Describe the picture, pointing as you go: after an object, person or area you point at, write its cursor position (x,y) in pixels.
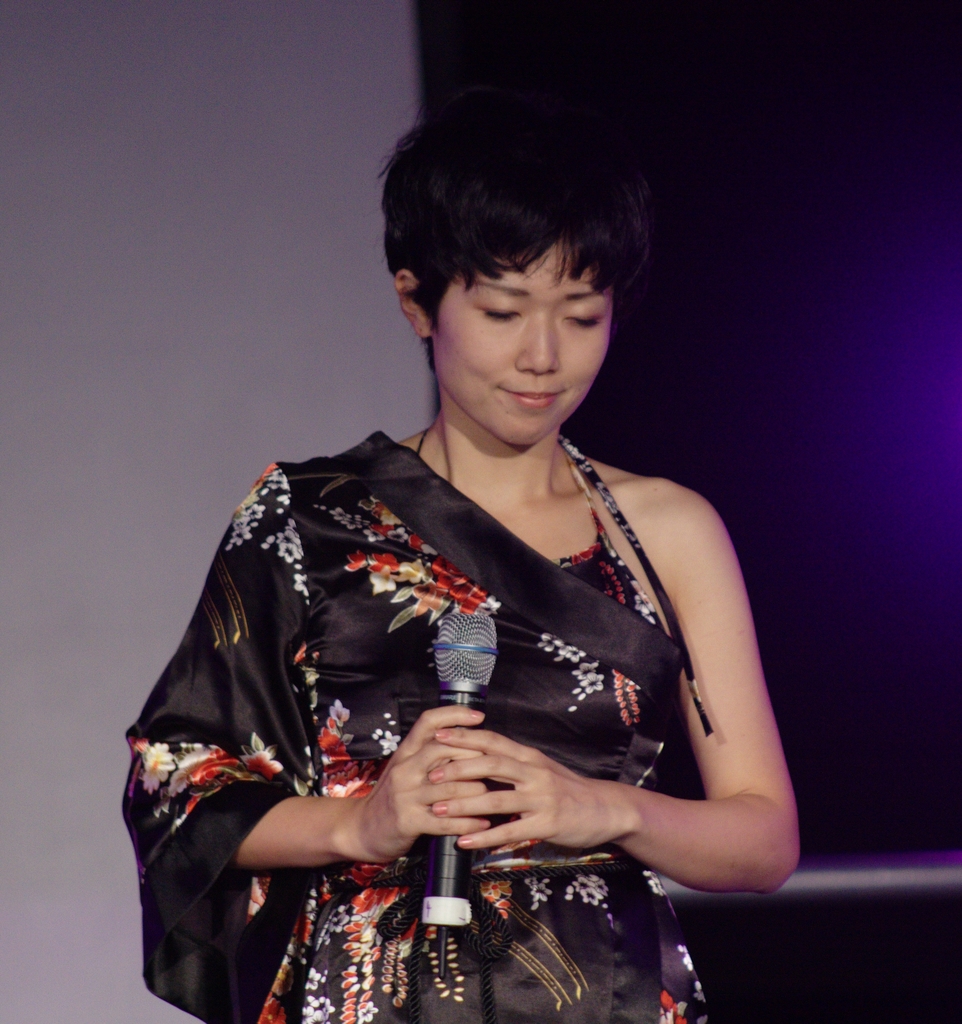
In this image there is a woman (504,635) standing holding a mic (491,648) closing her eyes (499,309) having smile (513,389) on her face (538,394) and in the background (223,285) there is a wall (268,295).
